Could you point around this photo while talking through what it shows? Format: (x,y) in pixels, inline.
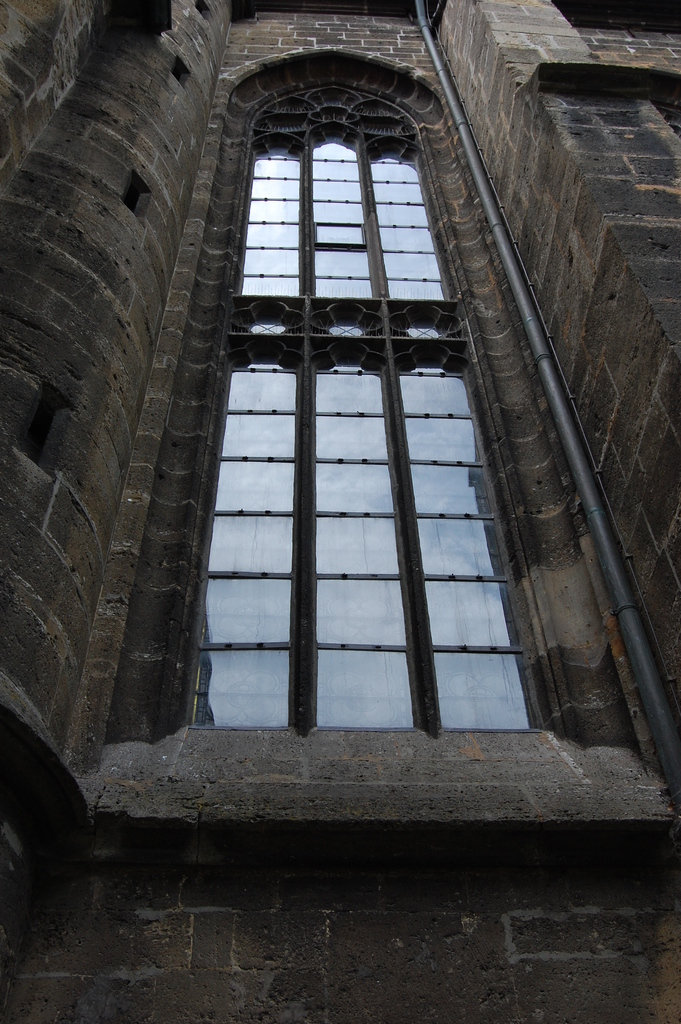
In this image I can see the building (314,334) with window (339,632). I can see the building (217,841) is in grey color.
